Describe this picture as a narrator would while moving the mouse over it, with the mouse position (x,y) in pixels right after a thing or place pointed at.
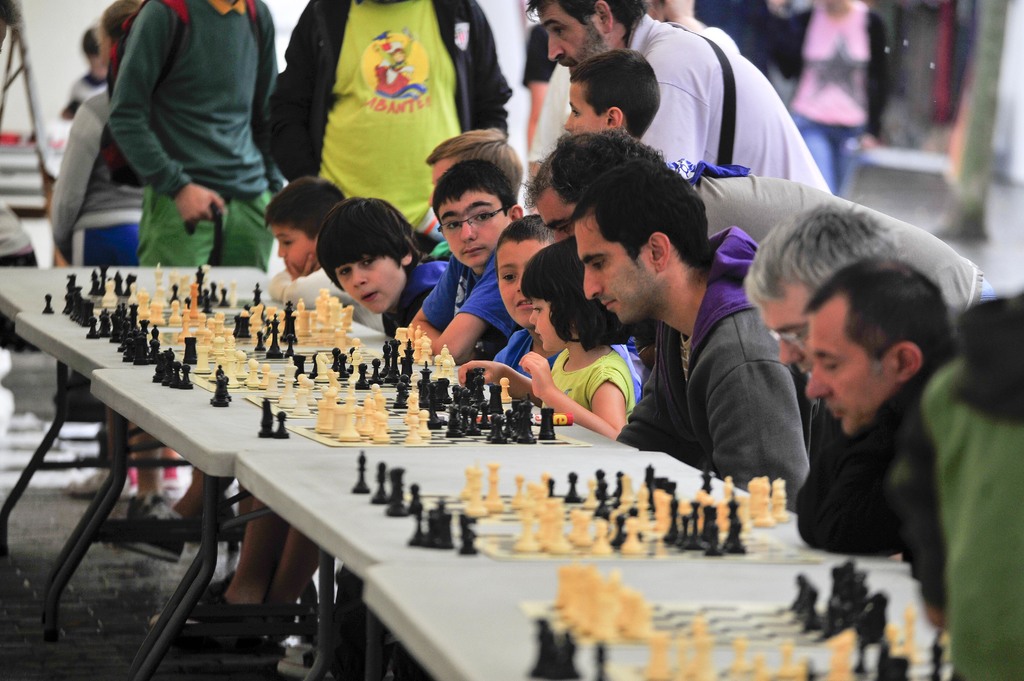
In this image, we can see people (501,230) sitting and some (395,168) are standing. In the front (231,372), there are chess boards (266,356) and coins (332,400) placed on the tables (480,603).
